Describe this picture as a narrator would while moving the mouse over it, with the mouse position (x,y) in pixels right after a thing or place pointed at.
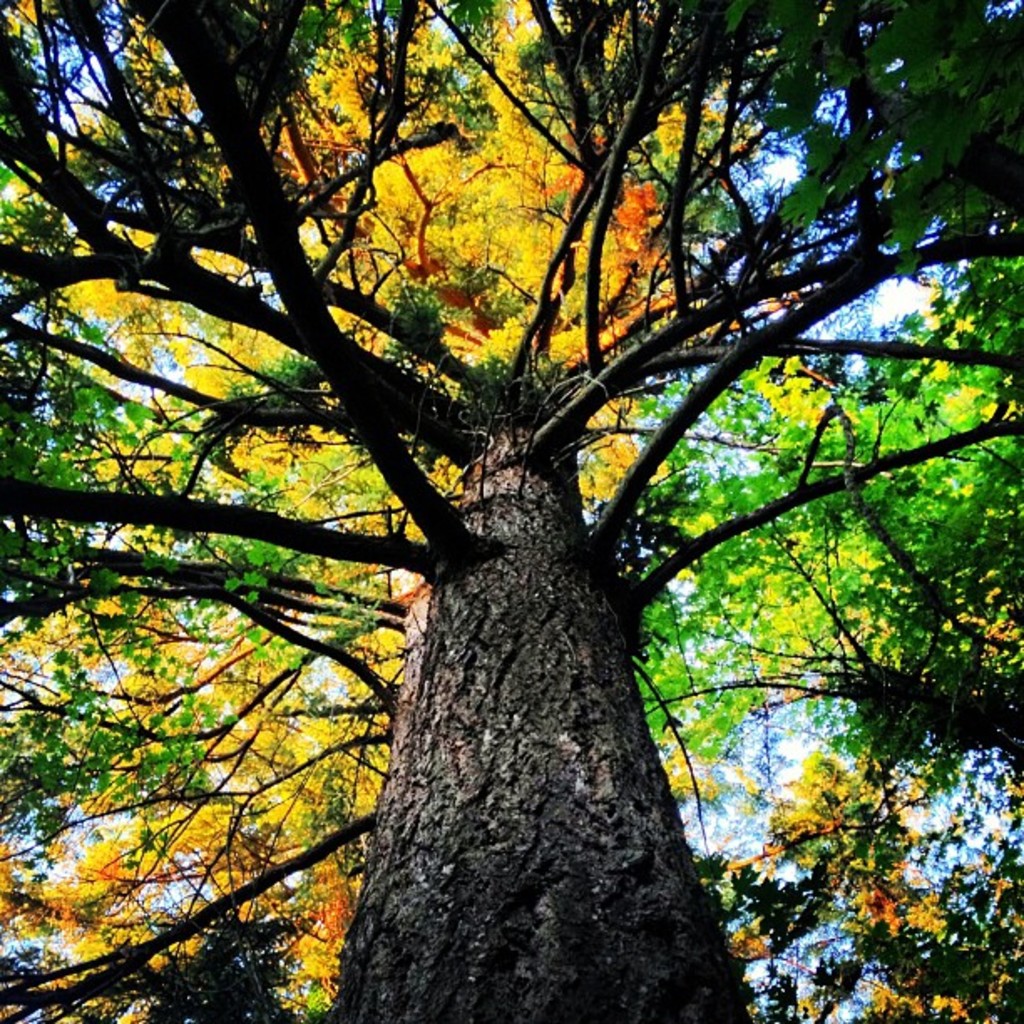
In the center of the image (518,482) a tree (425,482) is there. In the background of the image (23,674) sky (23,674) is there.
